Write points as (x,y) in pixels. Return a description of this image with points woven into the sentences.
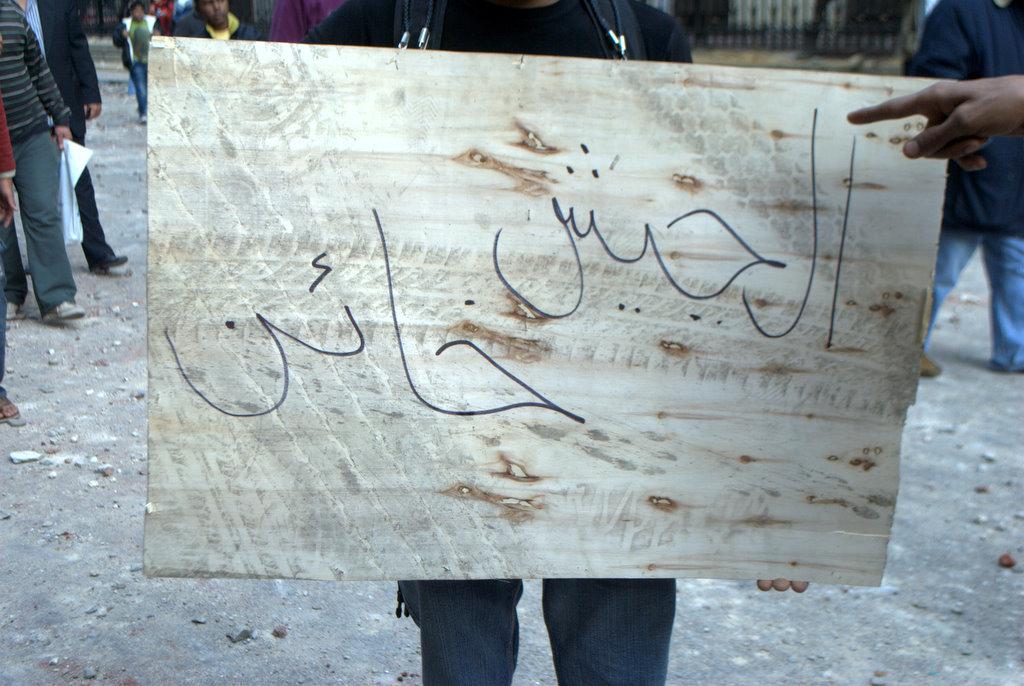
In this image I can see a person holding a board (823,338) which is in white color. Background (134,32) I can see few other people (22,98) some are standing and some are walking. I can also see black color railing (795,11).
